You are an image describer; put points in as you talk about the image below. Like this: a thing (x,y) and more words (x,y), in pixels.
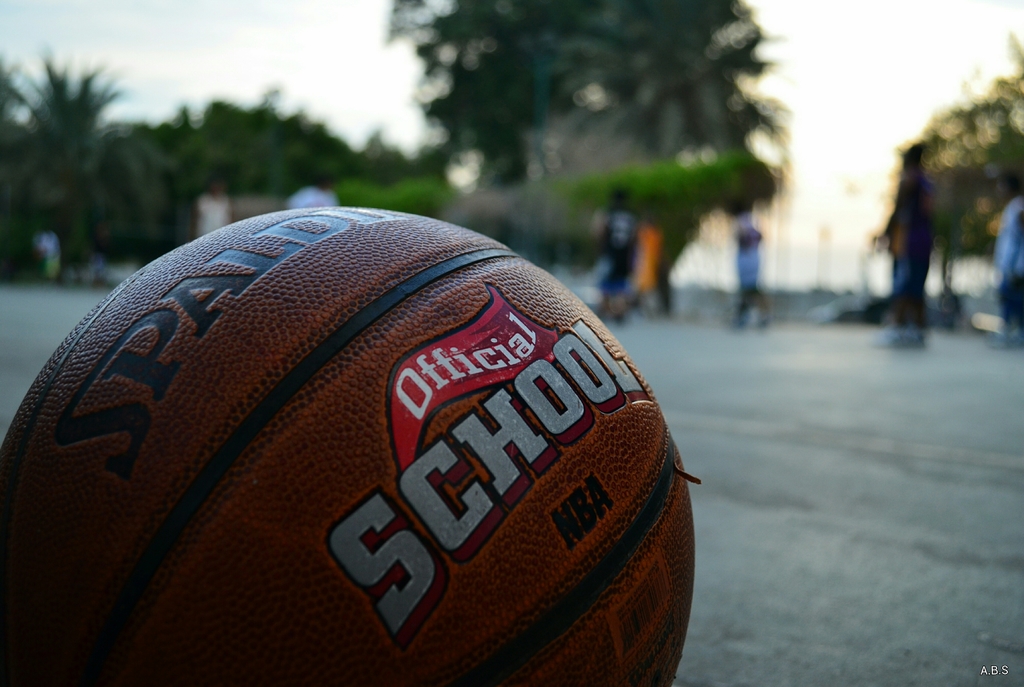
Front we can see ball (526,373). Background (62,167) it is blur. We can see trees (284,143), people (757,231) and sky (285,43).
